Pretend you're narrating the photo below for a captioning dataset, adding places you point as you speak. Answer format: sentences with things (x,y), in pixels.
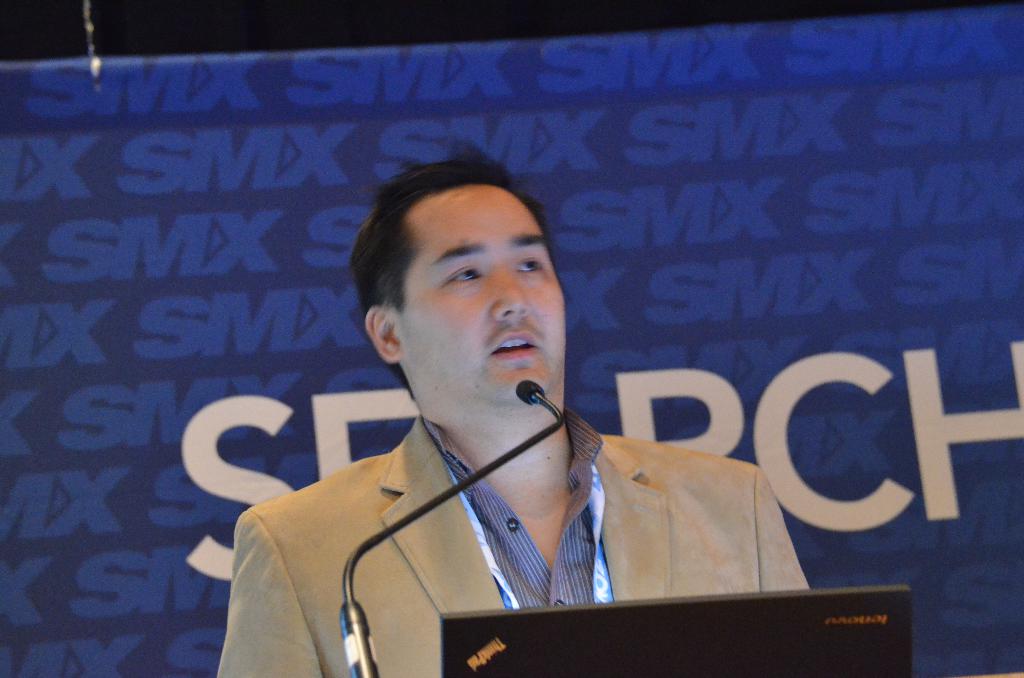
In the foreground (470,330) I can see a person (500,520) in front of a mike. In the background (950,337) I can see a wall (53,26) and poster (335,292). This image is taken may be in a hall (635,340).
